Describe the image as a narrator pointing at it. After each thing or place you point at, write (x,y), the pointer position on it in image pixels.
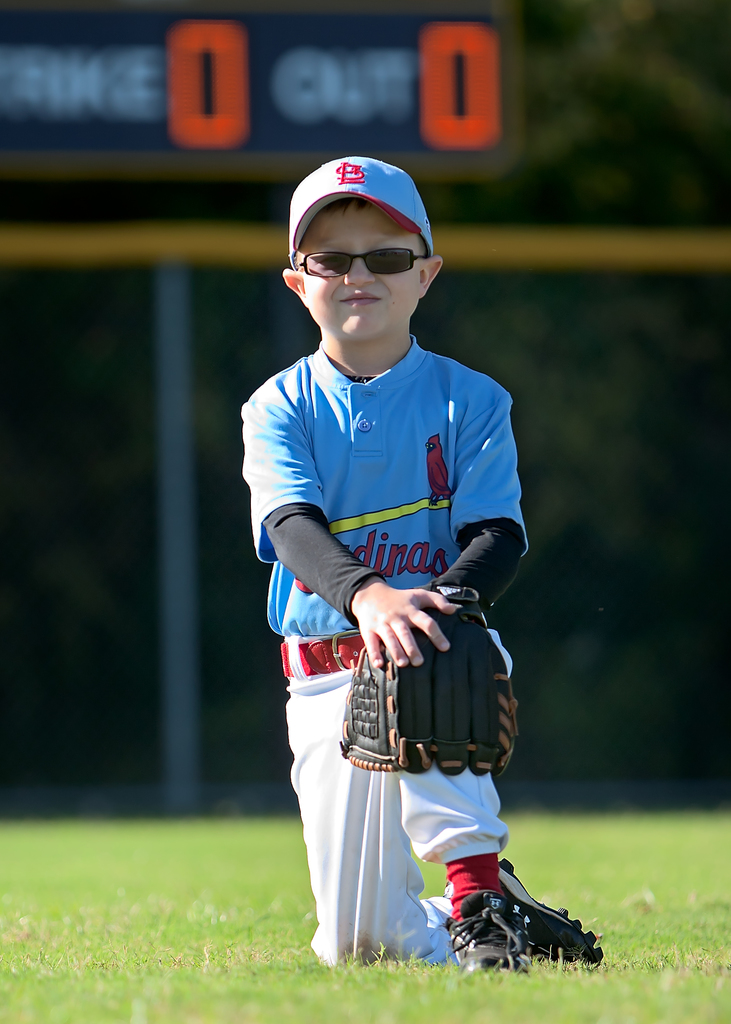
In this image we can see a child (335,459) sitting on his knees (345,912) wearing a glove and a cap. On the backside (63,181) we can see some trees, some poles (562,262) and a signboard (53,158) with some text (309,70) on it. On the bottom of the image (265,889) we can see some grass (262,907).
